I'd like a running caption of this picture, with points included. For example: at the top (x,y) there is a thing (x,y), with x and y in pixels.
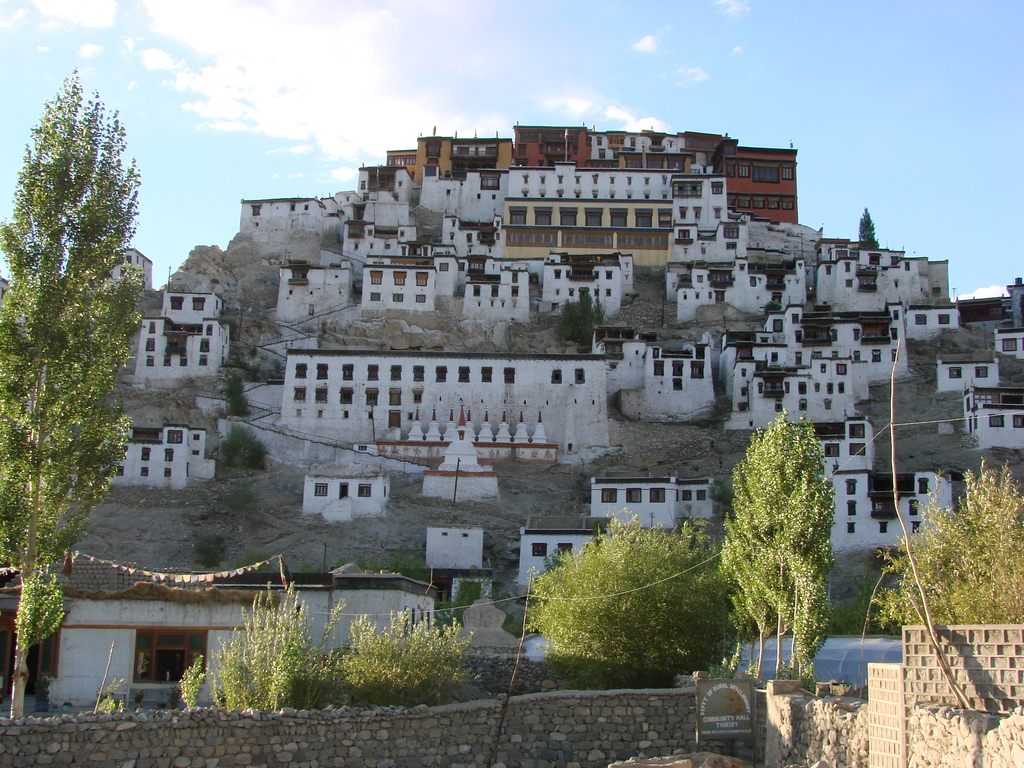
In the picture I can see the stone wall (510,726), trees (1006,617), houses (187,373) and the blue color sky (903,53) with clouds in the background (164,93).
